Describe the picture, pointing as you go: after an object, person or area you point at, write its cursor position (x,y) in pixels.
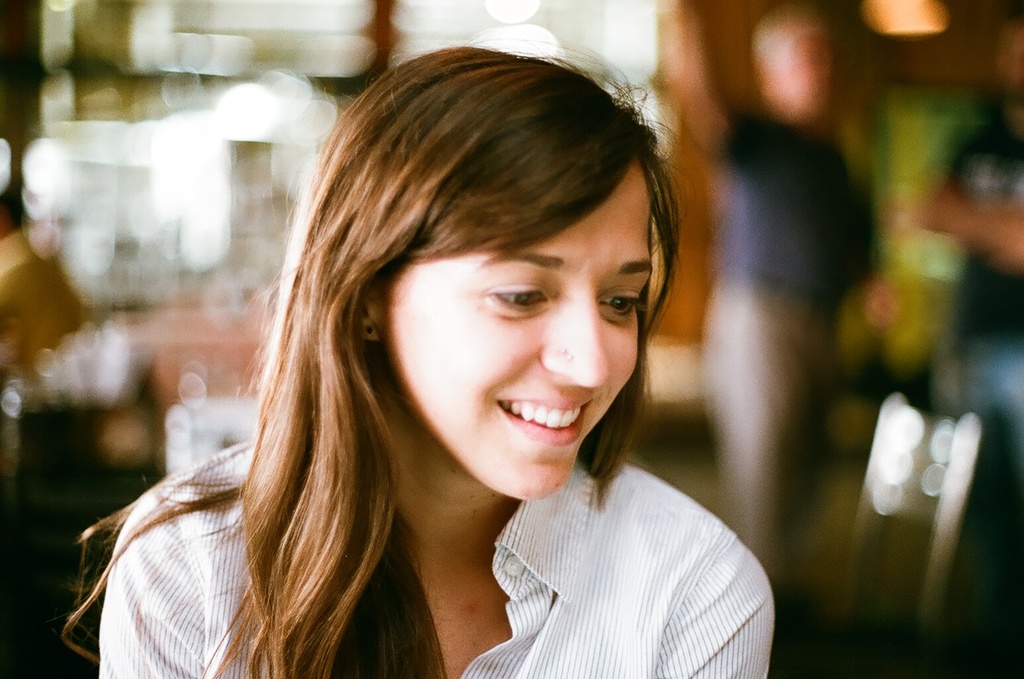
In this image there is a girl (405,427) with a smile on her face (532,347). The background (56,335) is blurred.
